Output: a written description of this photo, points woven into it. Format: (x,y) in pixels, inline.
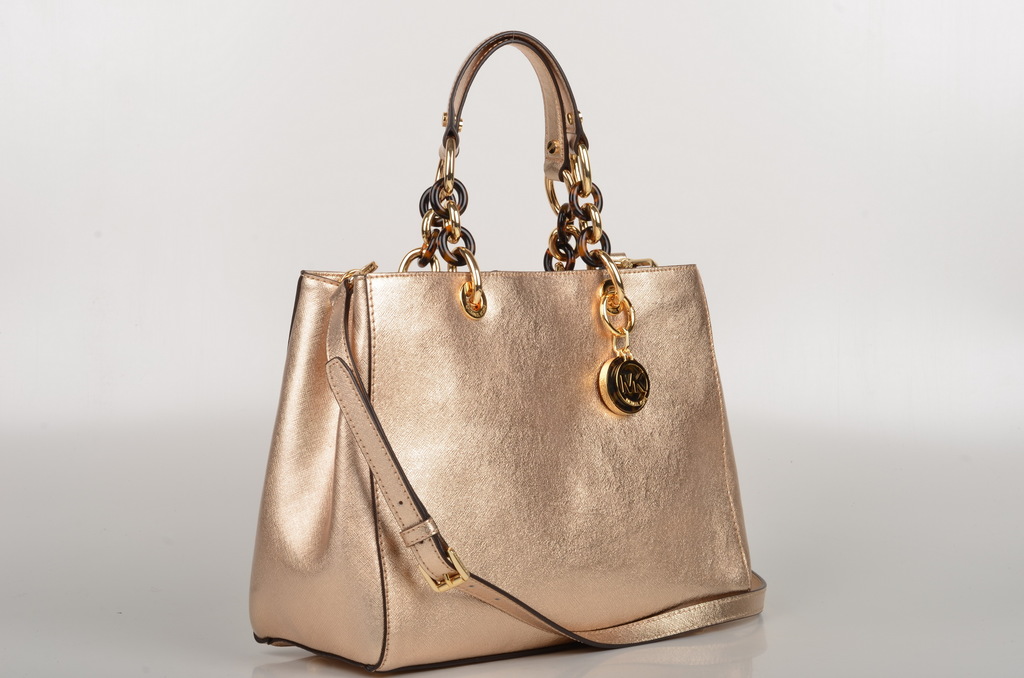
In this picture we can see a golden hand bag (392,402) on the table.
